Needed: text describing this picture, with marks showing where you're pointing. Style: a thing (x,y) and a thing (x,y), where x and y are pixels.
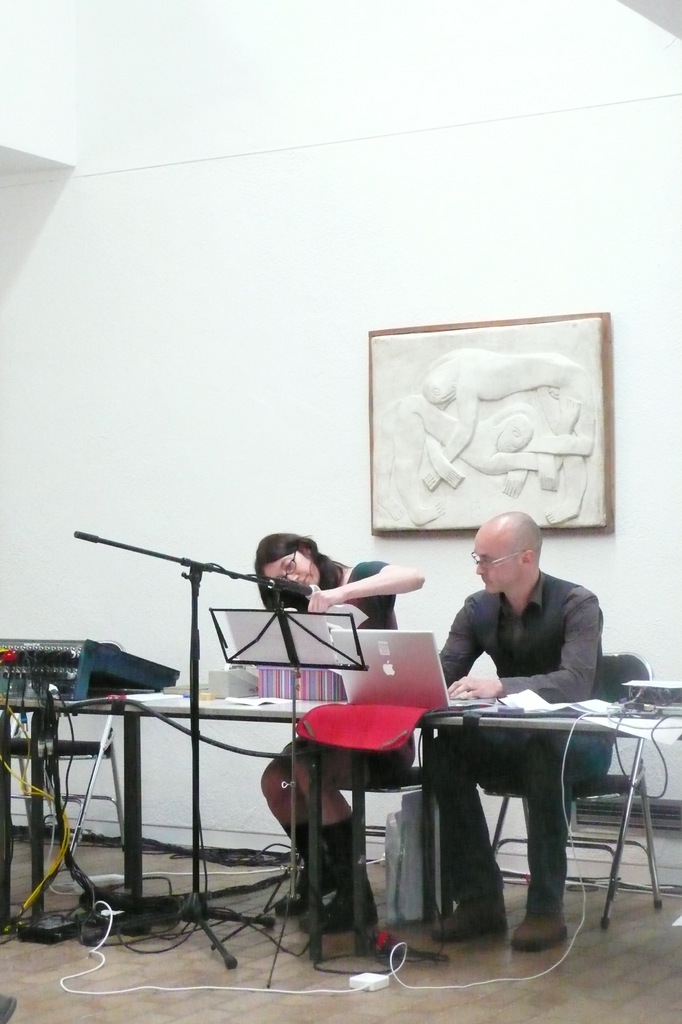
There are two persons (382,577) sitting chairs (632,663) and she is holding objects (315,586), in front of these persons (445,661) we can see laptop (405,693), cables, box (312,671) and some objects (363,707) on tables (620,719) and we can see microphone (294,582) and electrical device (59,685). On the background (327,483) we can see wall (482,278) and we can see cables (238,859) on floor (235,868).
